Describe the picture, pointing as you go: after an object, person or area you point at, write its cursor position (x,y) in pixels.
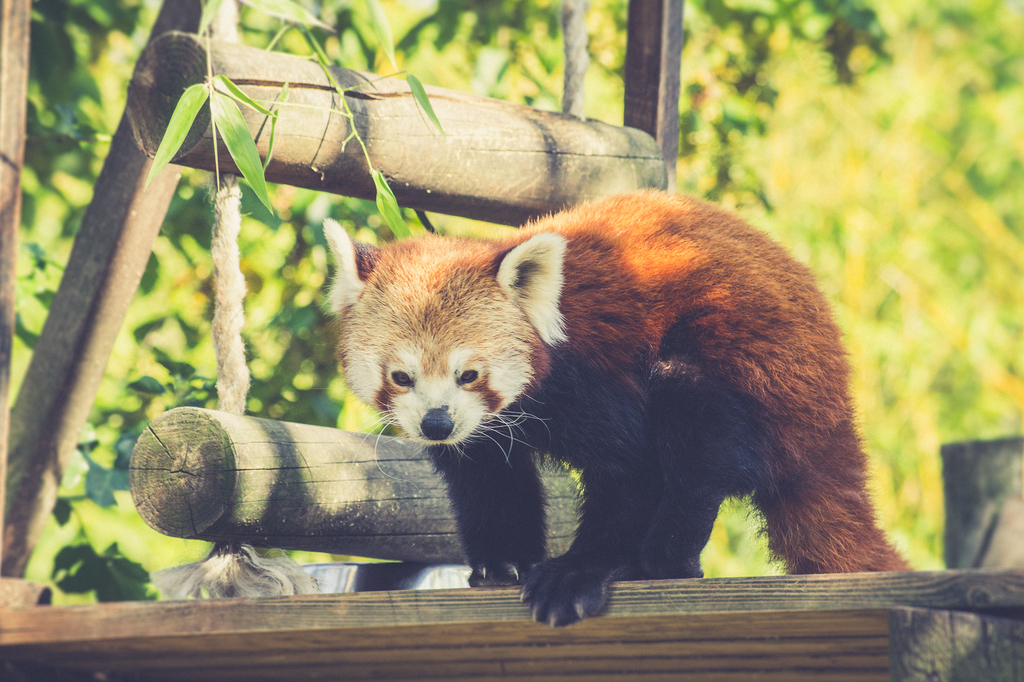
In the center of the image (615,311), we can see an animal (484,421) on the wood (397,594) and in the background (212,159), there is a rope ladder (166,97) and we can see some sticks (88,231) and trees (905,243).
